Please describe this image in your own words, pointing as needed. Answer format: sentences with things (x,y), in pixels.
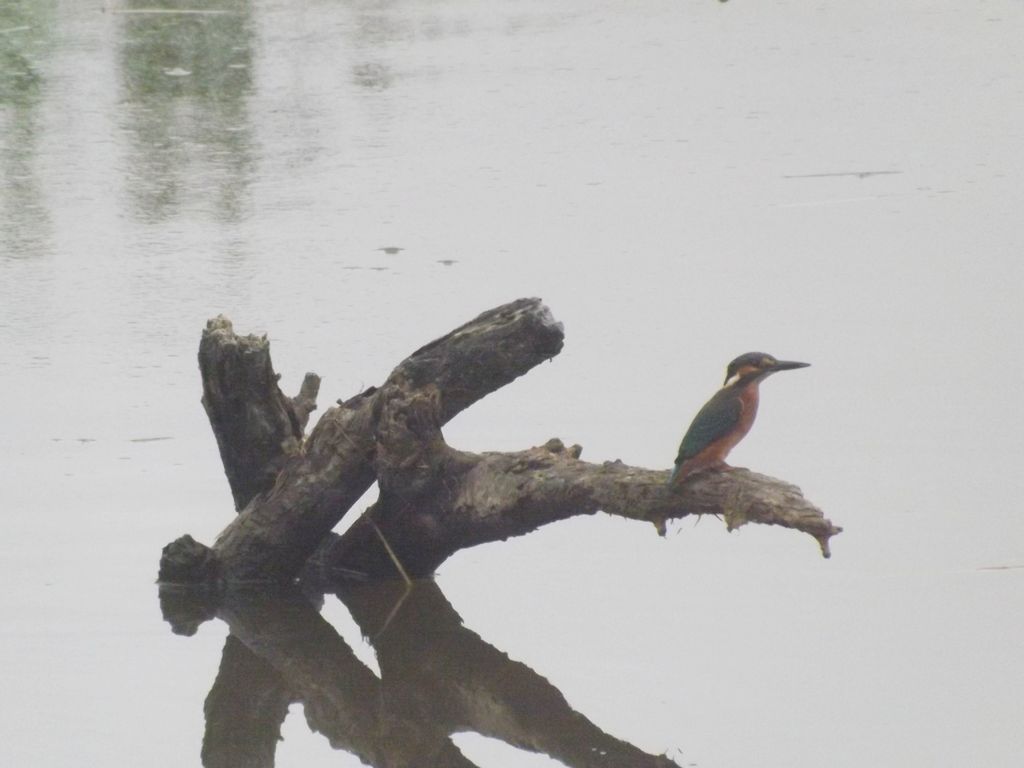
In the middle of the image (639,479) we can see a bird (753,405) is standing on the branch (405,435). Around the branch (248,440) there is water (447,326).
